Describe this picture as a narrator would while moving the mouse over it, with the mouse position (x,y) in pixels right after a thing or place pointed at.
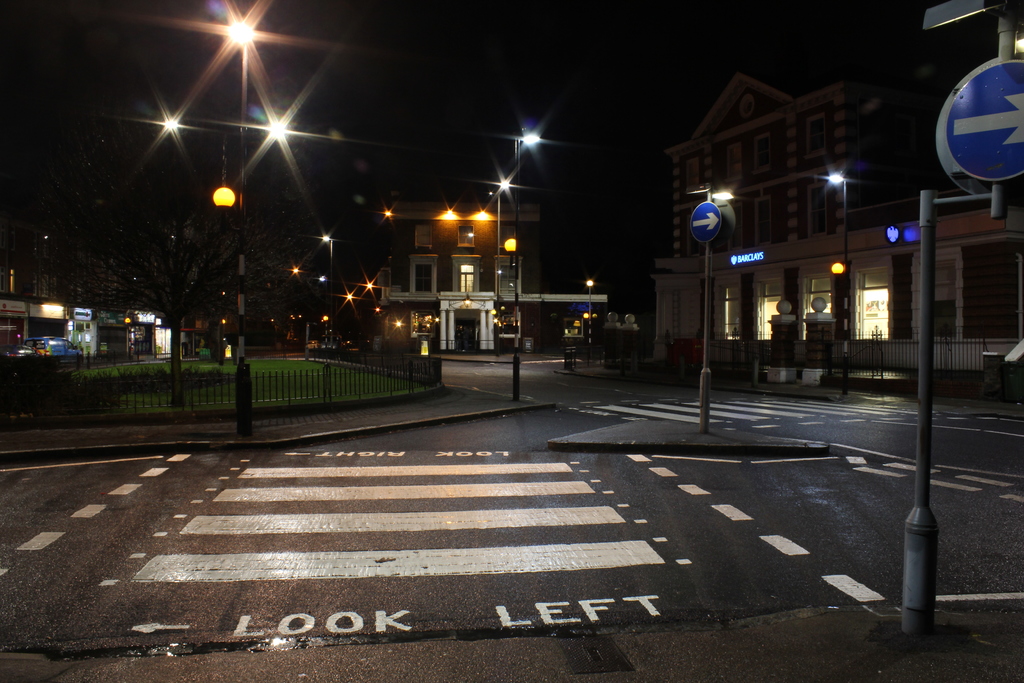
In this picture we can observe a road (524,509). There is a zebra crossing (401,524) on the road (415,481). We can observe some poles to which some lights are fixed. We can observe a black color railing (283,385). In the background (145,329) there are buildings (471,275). We can observe a sky (337,96) which is dark.
